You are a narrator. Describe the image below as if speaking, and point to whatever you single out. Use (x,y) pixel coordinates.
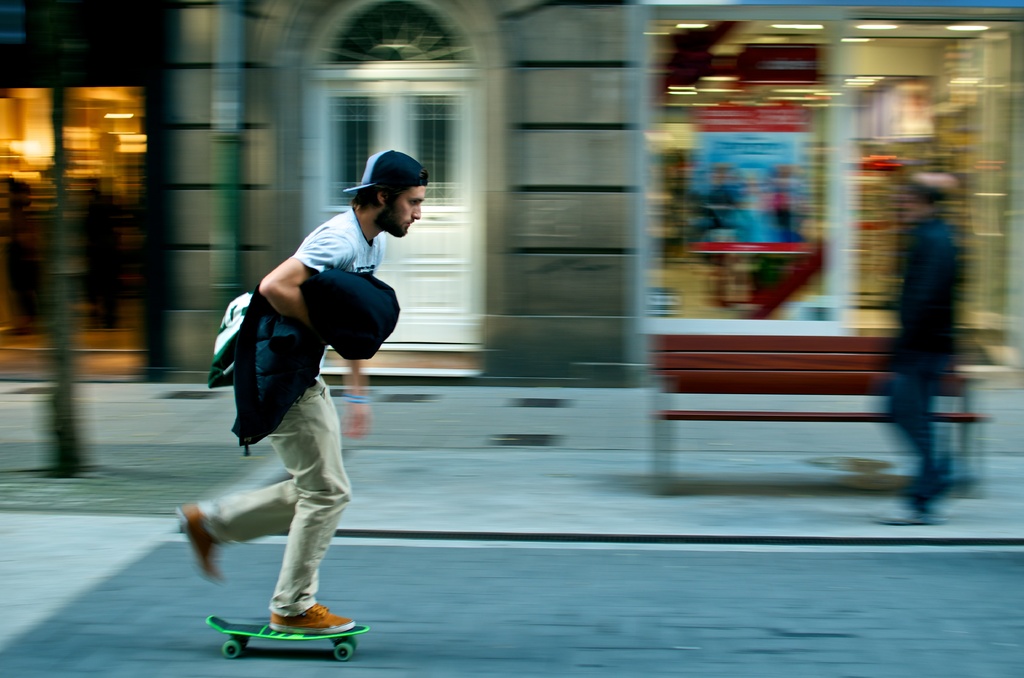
There is one man (263,494) skating on the road (586,612) as we can see on the left side of this image (273,571). There is one more person (904,324) is on the right side of this image (921,326) and there is a wall (608,217) and a door (442,124) in the background (528,302).
